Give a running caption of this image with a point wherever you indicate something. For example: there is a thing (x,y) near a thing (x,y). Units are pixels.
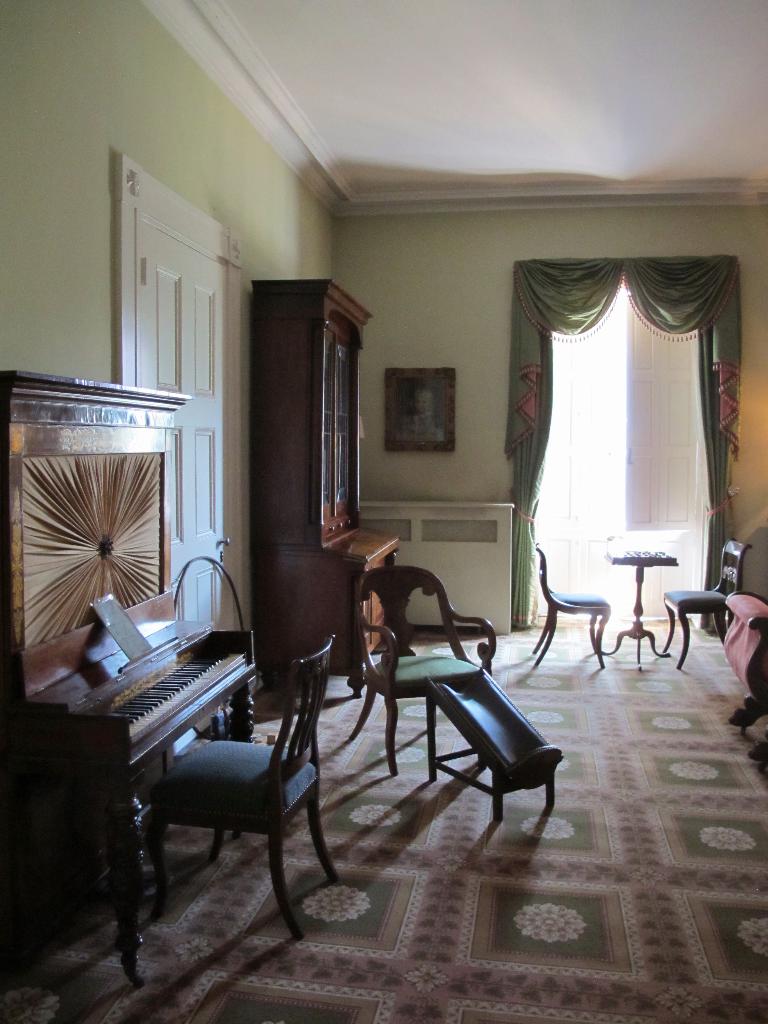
This picture is taken in a room (484,453), there is a green color carpet (619,917) and there are some chairs (309,821) which are in brown color, there is a piano (140,732) which in brown color, there is a white color door (167,338), there is a brown color object (290,435), in the left side (152,160) there is a yellow color wall (98,116) and there is a green color curtain (641,275).
